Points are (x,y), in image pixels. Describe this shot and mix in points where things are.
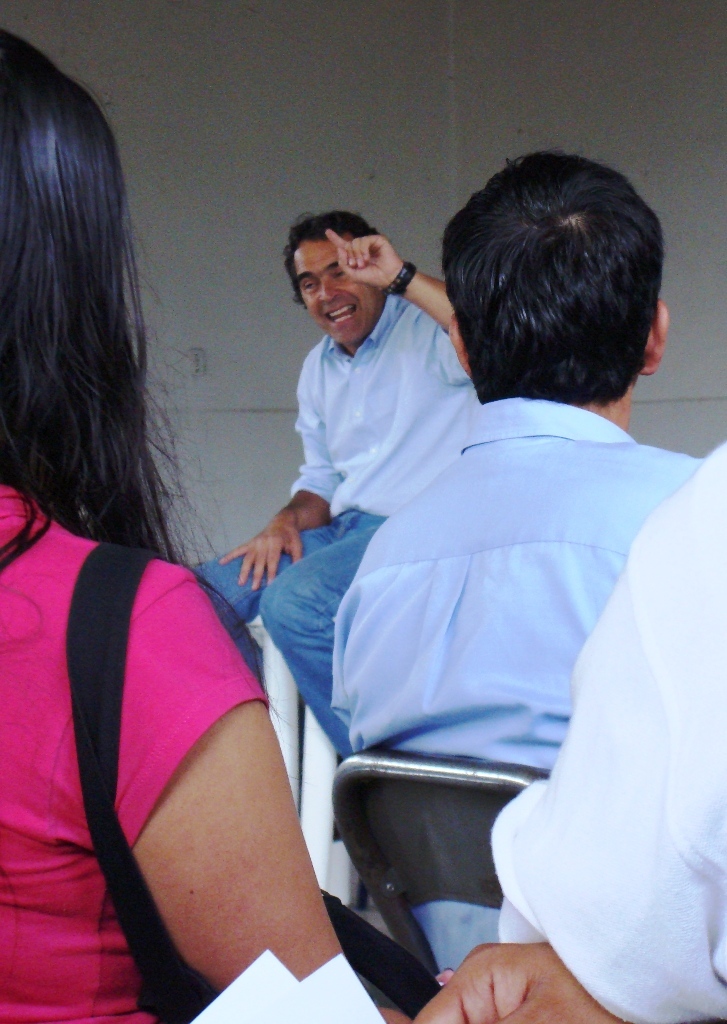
On the left side (150,547) a woman (162,786) is there, she wore pink color t-shirt (73,751). In the middle (409,434) a man (421,416) is speaking, he wore shirt (399,438), trouser (324,592). At the top (441,91) it is the wall (346,91) in this image.
